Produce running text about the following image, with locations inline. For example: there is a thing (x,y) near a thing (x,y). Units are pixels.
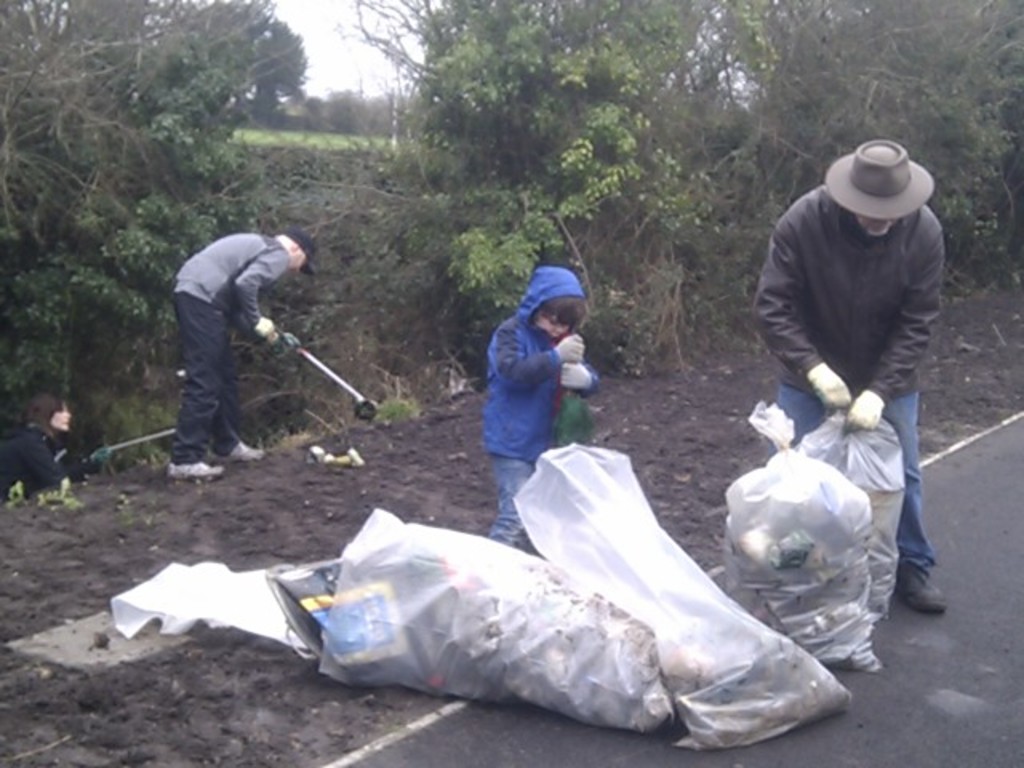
In this image I can see four persons (224,338) are holding some objects (849,449) in their hand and plastic bags (566,550) on the road (484,724). In the background (44,248) I can see grass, plants (296,172), trees (487,89) and the sky (361,71). This image is taken may be during a day.
